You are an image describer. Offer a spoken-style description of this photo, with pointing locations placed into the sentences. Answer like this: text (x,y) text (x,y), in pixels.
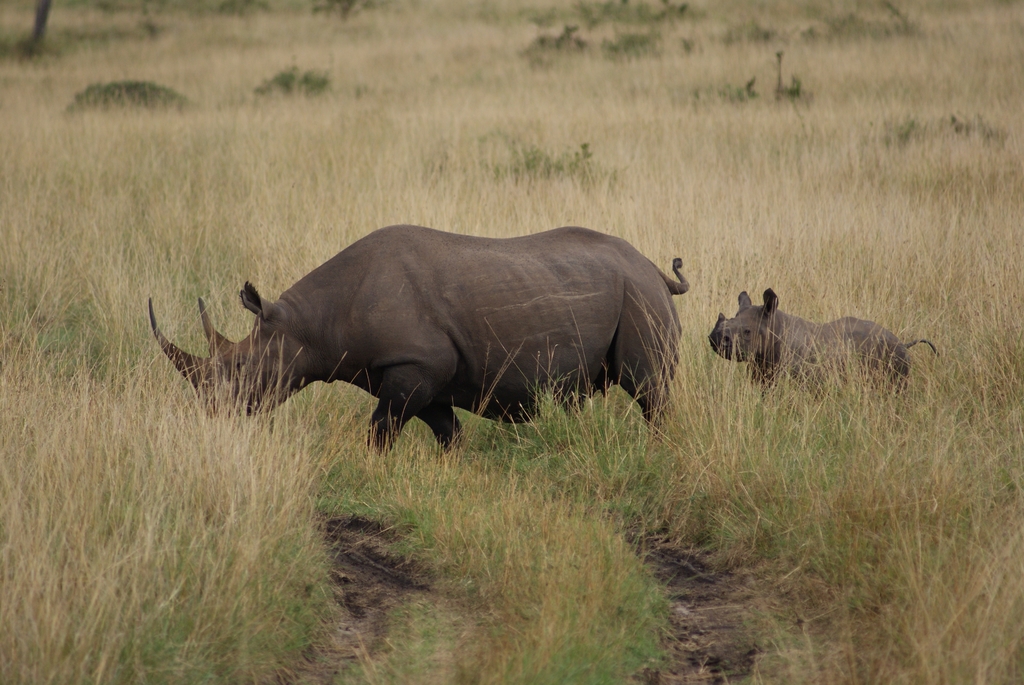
In the picture we can see a grass surface (891,240) in it we can see a rhinoceros (454,419) and baby rhinoceros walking in it.
